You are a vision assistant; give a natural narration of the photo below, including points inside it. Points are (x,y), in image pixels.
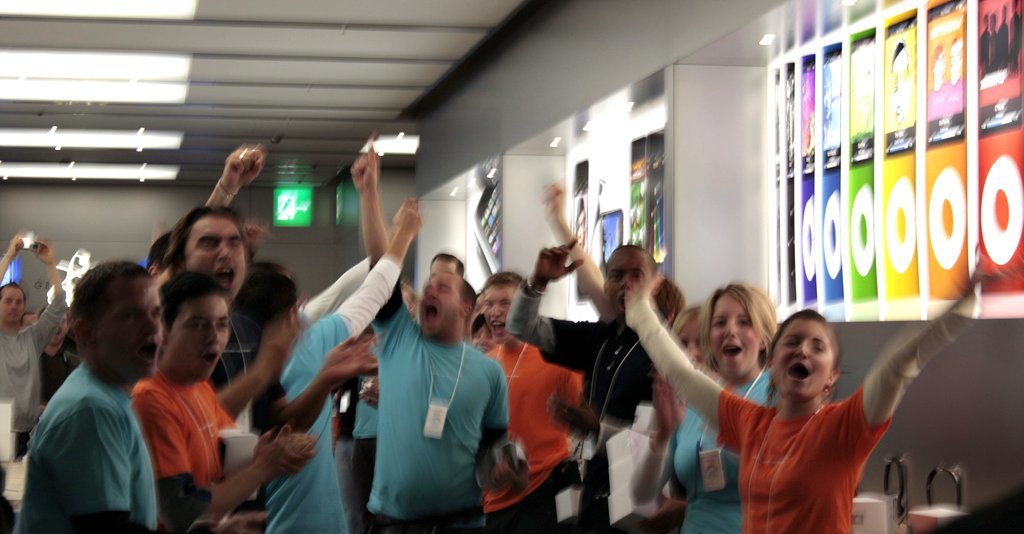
In this image we can see many people (555,399). There are few advertising boards (839,187) in the image. A person (17,344) is holding an object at the left side of the image (10,393). There are many lights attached to the roof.
